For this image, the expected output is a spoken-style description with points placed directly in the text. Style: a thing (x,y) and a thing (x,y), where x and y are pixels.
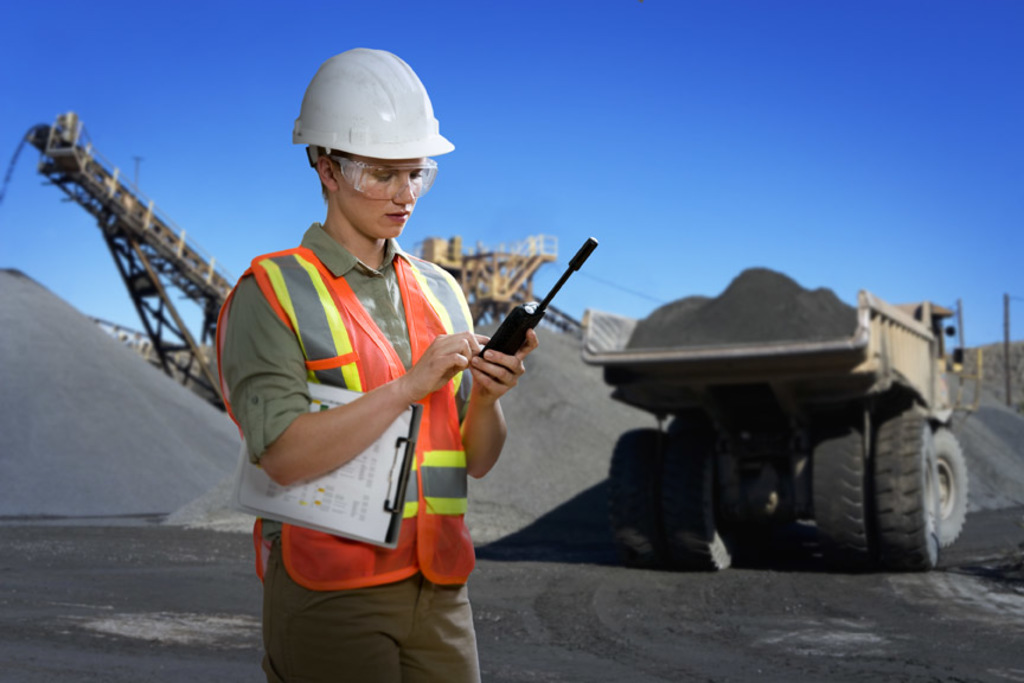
This is the picture of a person (420,515) who is wearing the helmet (378,111) and holding a radio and to the side there is a vehicle (641,490) and some sand (176,454) on the floor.
